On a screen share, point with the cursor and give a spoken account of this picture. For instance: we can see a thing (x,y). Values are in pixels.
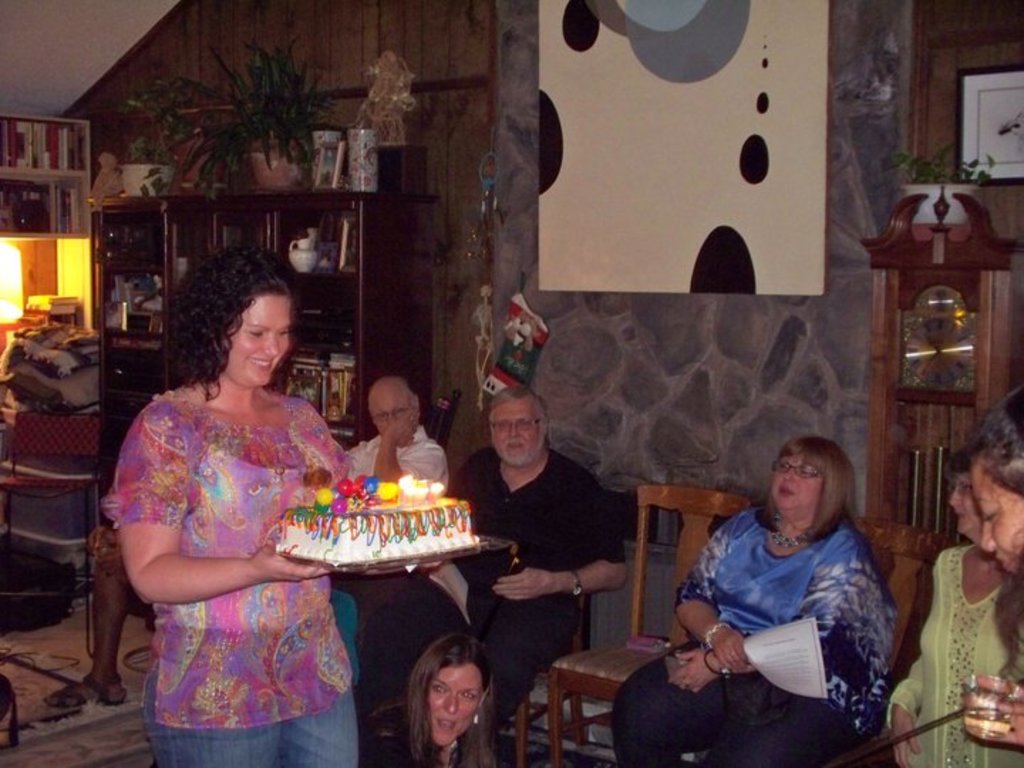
This woman (182,417) is standing and holding a cake (386,543). These persons (506,526) are sitting on a chair (657,575). This rack (341,398) is filled with things (142,341) and plant (285,144). Far this rack (53,190) is filled with books (54,152). A poster (583,164) on wall (440,60).
